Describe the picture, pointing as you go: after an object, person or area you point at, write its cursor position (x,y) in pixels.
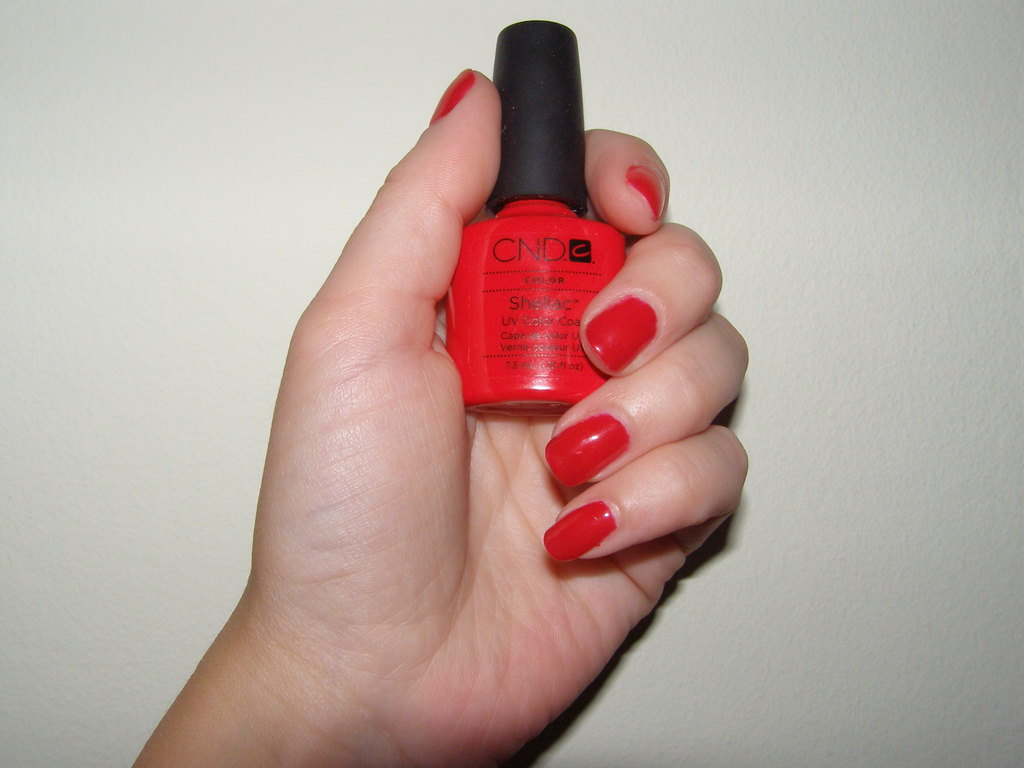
In this image we can see hand (663,456) of a person (504,450) holding a nail polish bottle (550,286) and we can see nail polish (590,454) on the nails (619,341). In the background (230,211) we can see wall (902,655).
